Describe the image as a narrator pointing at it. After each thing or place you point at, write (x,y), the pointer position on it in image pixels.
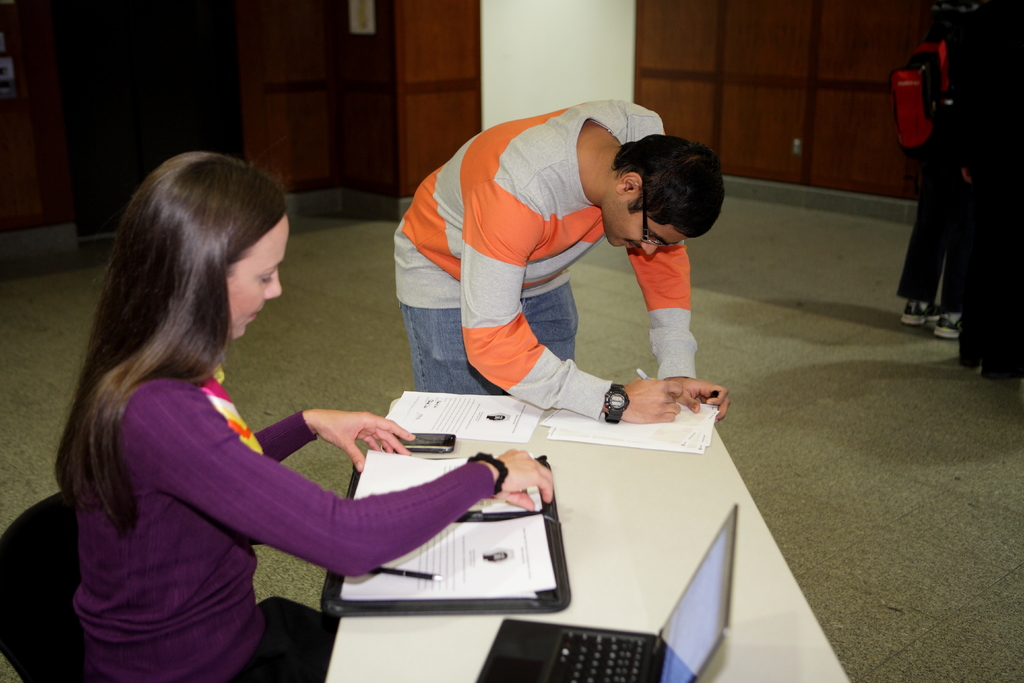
On the left side (176,409), there is a woman (190,494) in a violet colored t-shirt (185,486), sitting on a chair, watching documents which are in a file (347,609). This file (499,611) is placed on a white color table (569,521), on which there is a laptop (563,672), a mobile (440,436) and other objects (461,417). In the background (586,381), there is a person (548,330) writing something on the documents (627,436), which are on the table (648,539), there are other persons (944,324) on the floor (979,387) and there is a wooden wall (254,30).
